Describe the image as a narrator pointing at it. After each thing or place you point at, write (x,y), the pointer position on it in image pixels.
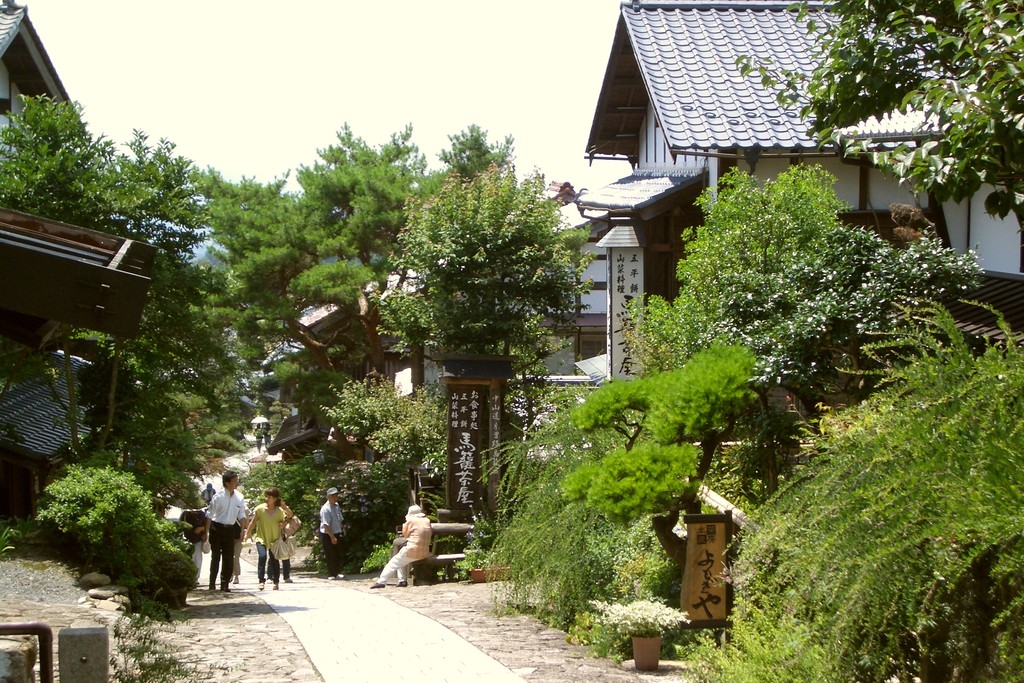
This picture shows trees (529,236) and few buildings (672,130) and we see few people (267,530) walking and a woman (416,560) seated and we see a cloudy sky (426,26) and a board (703,578) with some text (703,578) on it and few plants (662,628) in the pots (480,577).
